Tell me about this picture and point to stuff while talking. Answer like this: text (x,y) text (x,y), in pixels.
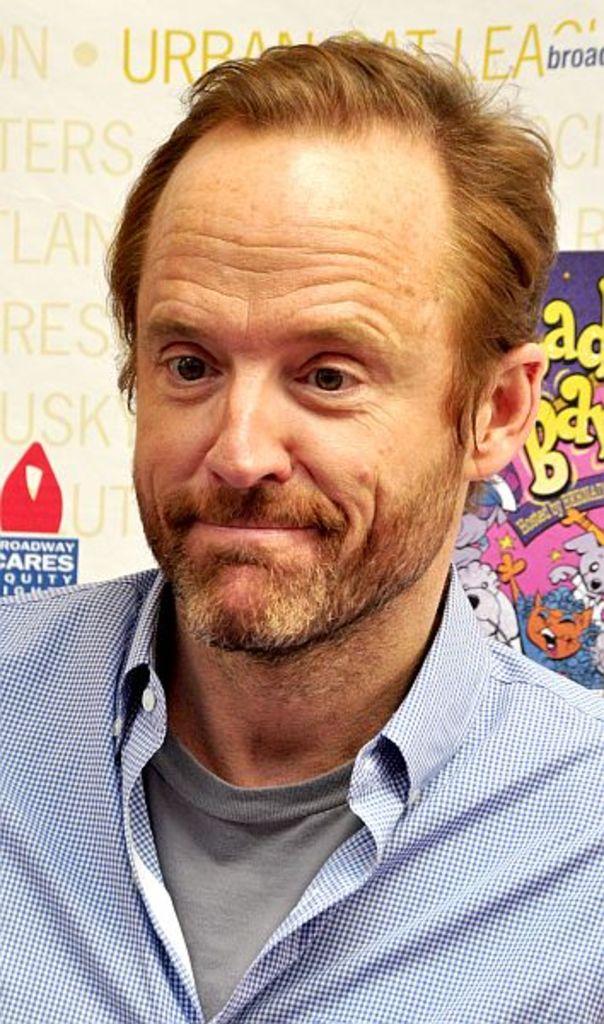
In this image, I can see the man (153,833) smiling. He wore a T-shirt (153,833) and a shirt (404,919). In the background (81,145), that looks like a poster (532,79) with the letters (545,319) and pictures (566,570) on it.
